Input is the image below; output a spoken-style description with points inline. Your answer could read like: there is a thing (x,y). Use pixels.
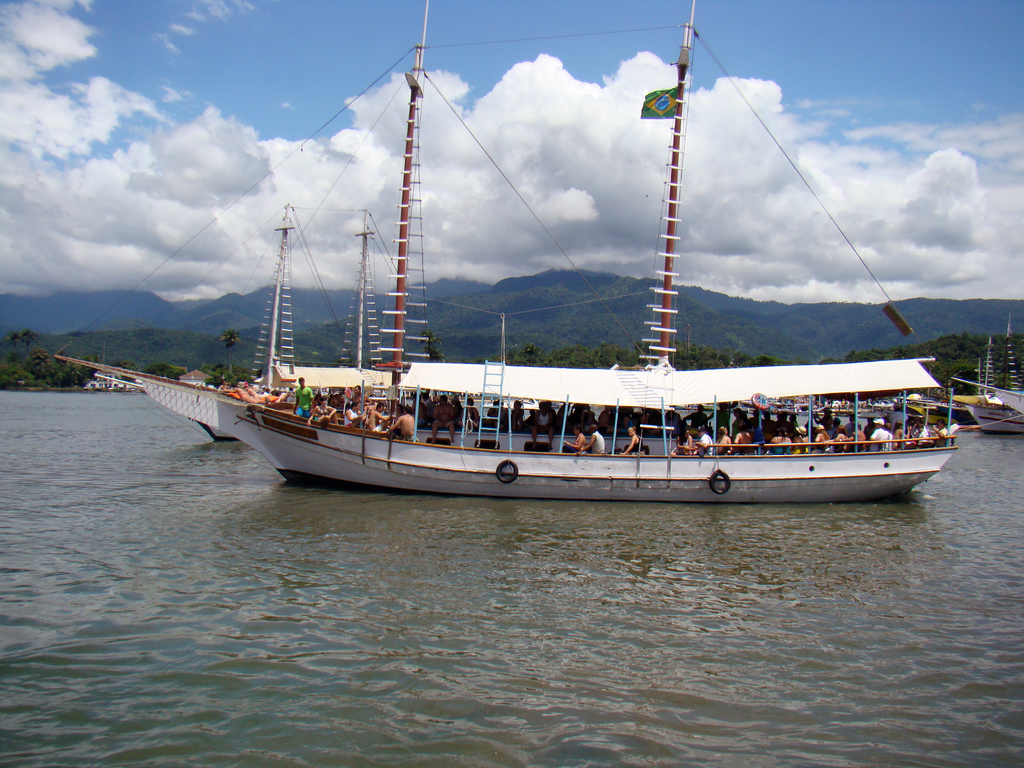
In this image I can see few ships (736,462) on the water (554,520). In front (852,439) I can see group of people (489,423) sitting in the ship (611,446). In the background (744,322) I can see few trees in green color, mountains (414,298) and the sky (388,147) is in blue and white color.
